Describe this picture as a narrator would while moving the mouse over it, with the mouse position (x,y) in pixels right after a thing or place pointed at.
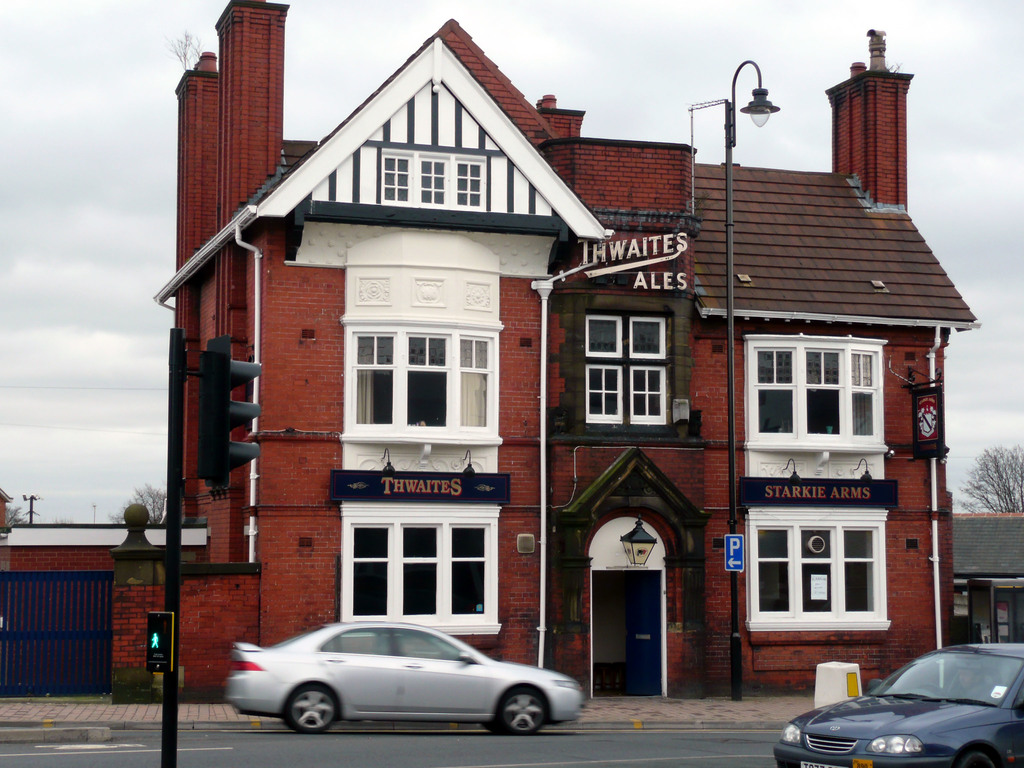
At the center of the image (547,439) there is a building (543,590), in front of the building (402,557) there is a lamp (732,552), signal (219,422) and few cars (960,741) moving on the road (459,754). In the background (957,452) there are trees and sky (73,246).
